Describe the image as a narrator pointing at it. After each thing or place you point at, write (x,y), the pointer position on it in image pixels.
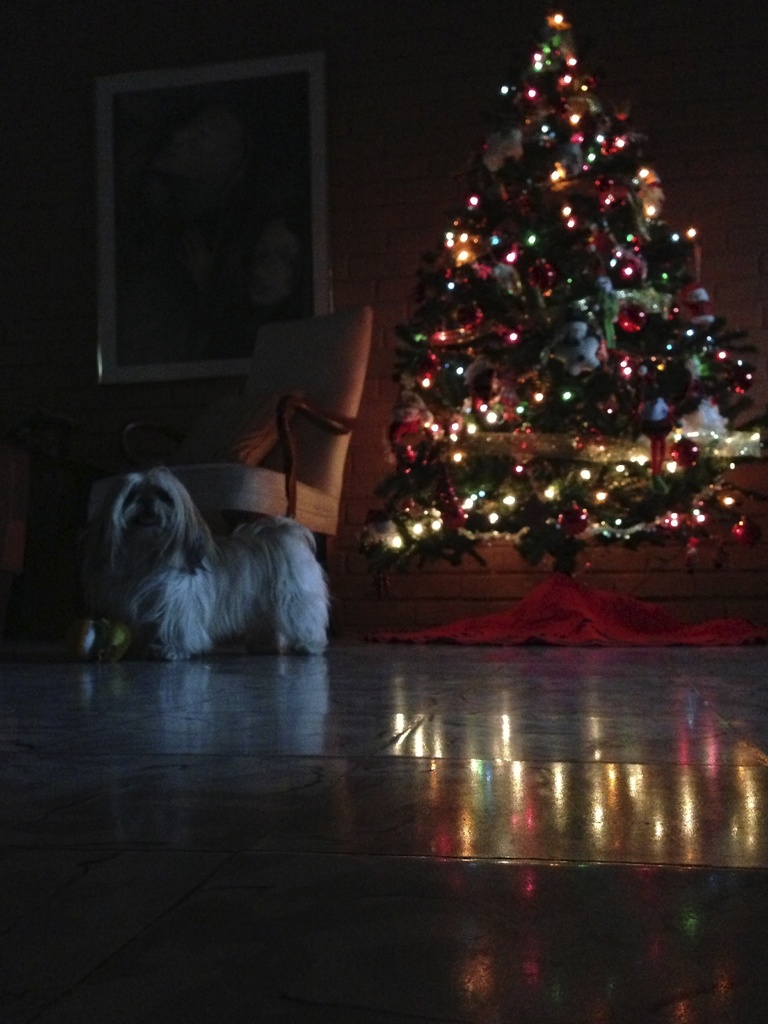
In this image we can see a Christmas tree (614,353) with lights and a dog (197,593) on the floor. In the background (319,423) we can see a chair (319,403) and a photo frame (314,236) on the wall (376,225).
